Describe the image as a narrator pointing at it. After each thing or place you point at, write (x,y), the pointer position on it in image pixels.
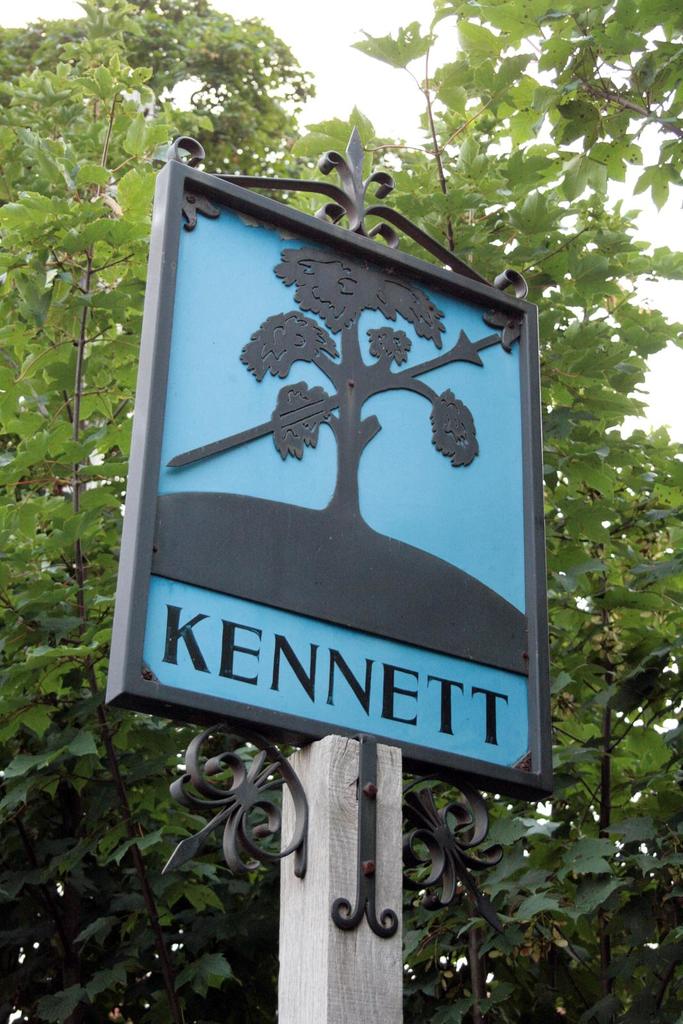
In this image in the front (331,763) there is pole (369,975) and on the top of the pole (352,836) there is a board (306,524) with some text (302,666) and image (306,536) on it. In the background (42,208) there are trees (529,205).
